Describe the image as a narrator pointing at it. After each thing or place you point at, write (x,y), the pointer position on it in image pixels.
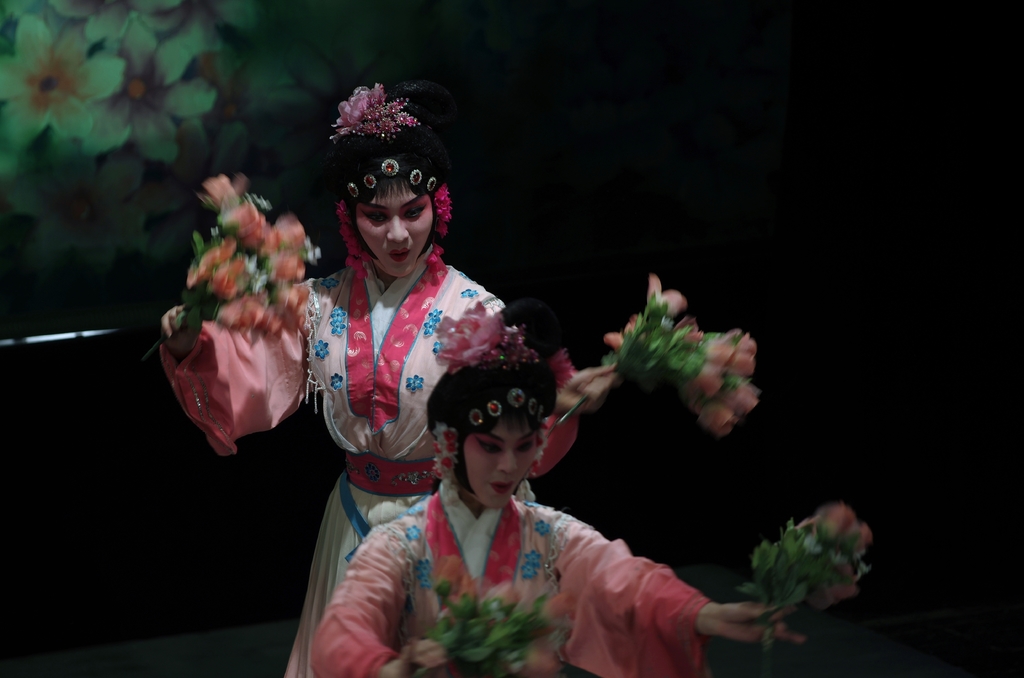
In this picture we can see two persons (388,394) dancing here. And they hold flower bouquets (201,289) with their hands (713,614). And on the background (190,119) we can see some flowers (156,113).
